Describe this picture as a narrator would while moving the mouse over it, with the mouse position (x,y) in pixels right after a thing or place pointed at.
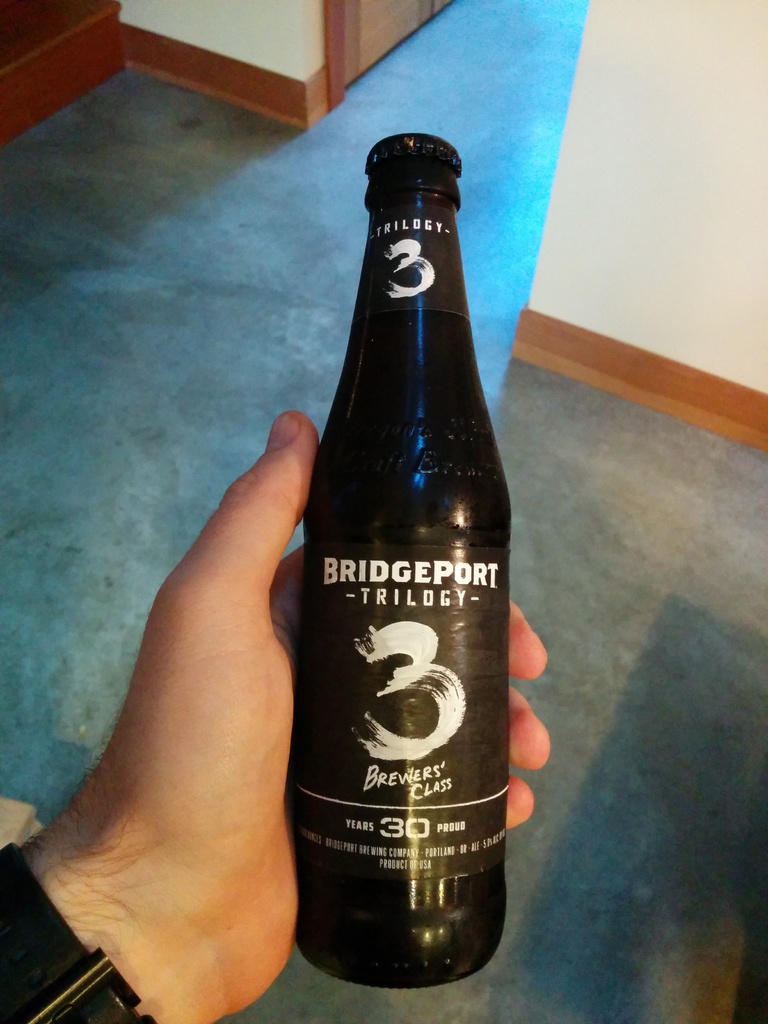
In this image we can see some person (203,927) holding the black color bottle (392,560). In the background (517,598) we can see the floor (600,605) and also the wall (656,155).
